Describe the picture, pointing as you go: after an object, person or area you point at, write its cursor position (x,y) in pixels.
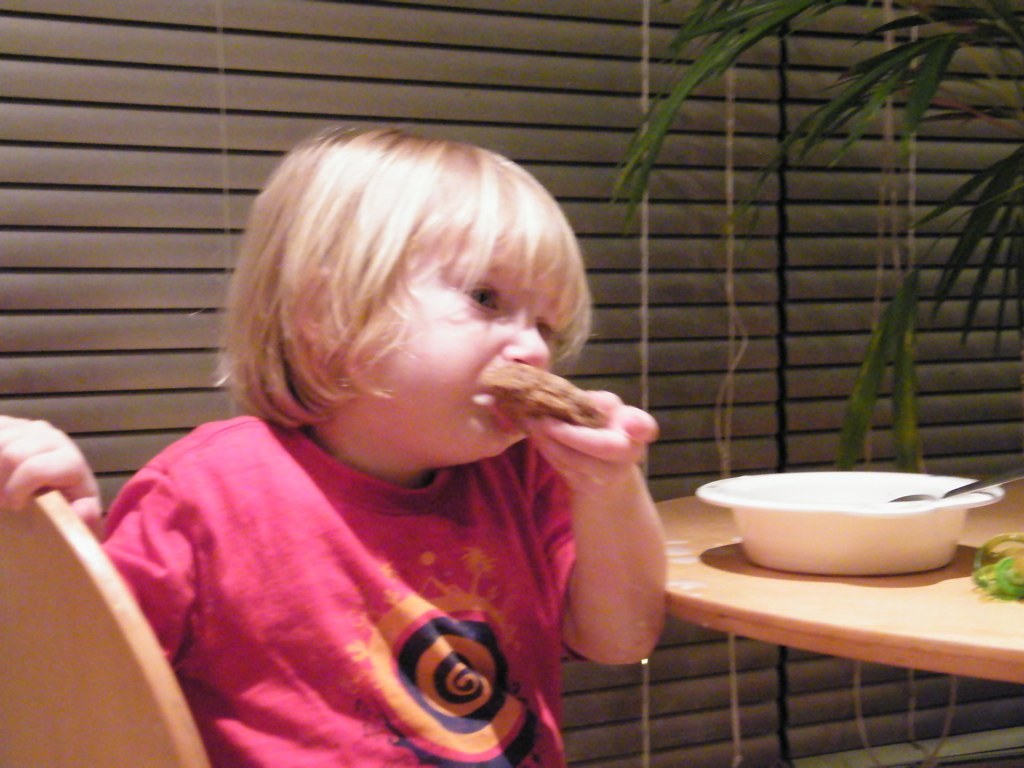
In the center of the picture (432,363) there is a kid (572,504) eating, sitting on a chair (63,684). On the right (826,606) there is a table (974,641), on the table (878,651) there is a bowl (780,528) and spoon (948,495). At the top of there is a plant (864,114). In the background (740,132) there is a window blind (583,204).
